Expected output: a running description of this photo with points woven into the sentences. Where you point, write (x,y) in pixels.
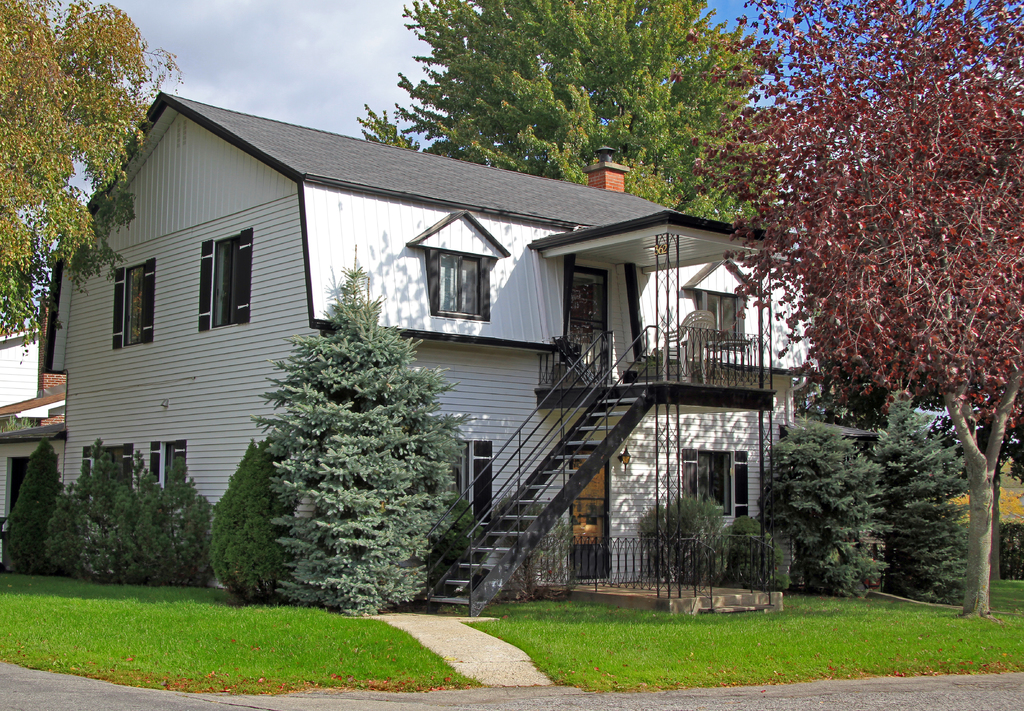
In the center of the picture (407,240) there is a building (460,322), around the building (686,244) there are trees (1,169), branch (40,149), and grass (214,663). In the foreground (311,681) there are dry leaves (205,690) and road (445,706).
